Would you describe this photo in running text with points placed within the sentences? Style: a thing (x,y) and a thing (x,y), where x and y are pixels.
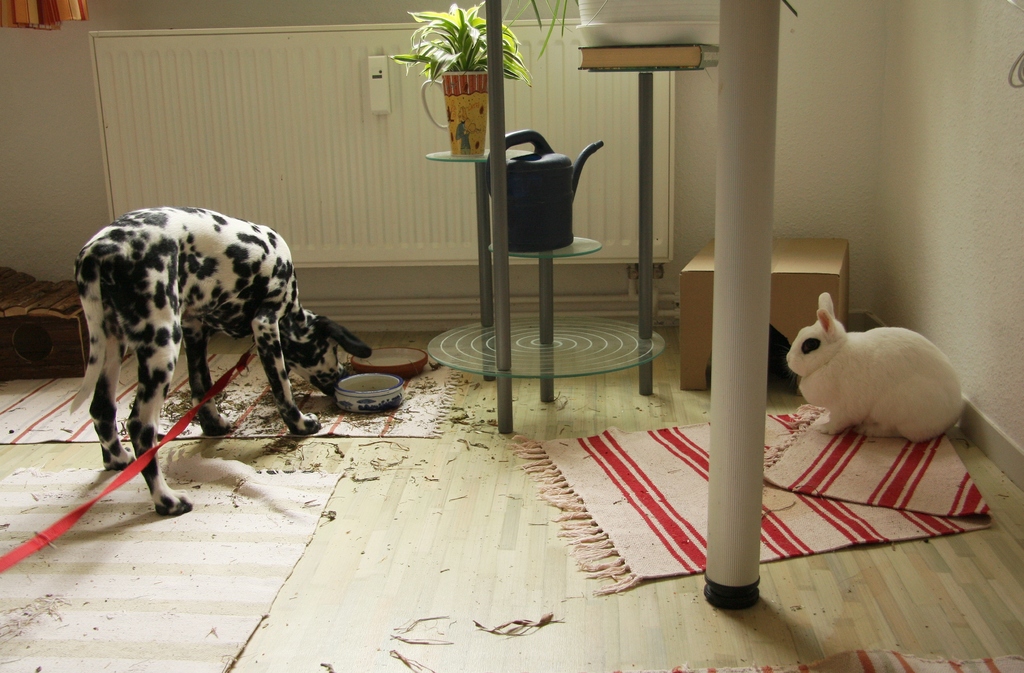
This image is clicked in a room (376,419). This room (583,452) has carpets (215,552) on the floor (591,426), there is a rabbit (899,397) on right side (899,413) and the dog (212,295) on left side (257,302). Dog (340,336) is eating something in the bowl (391,377) and there is water sprinkler (547,202) in the middle (535,230), there is a flower pot (474,141), there is a curtain (45,20) on the top left corner (42,24), there are books (656,50) on the table (641,76) in the middle of the image (648,369), there is a box (793,248) on the right side (704,352).
